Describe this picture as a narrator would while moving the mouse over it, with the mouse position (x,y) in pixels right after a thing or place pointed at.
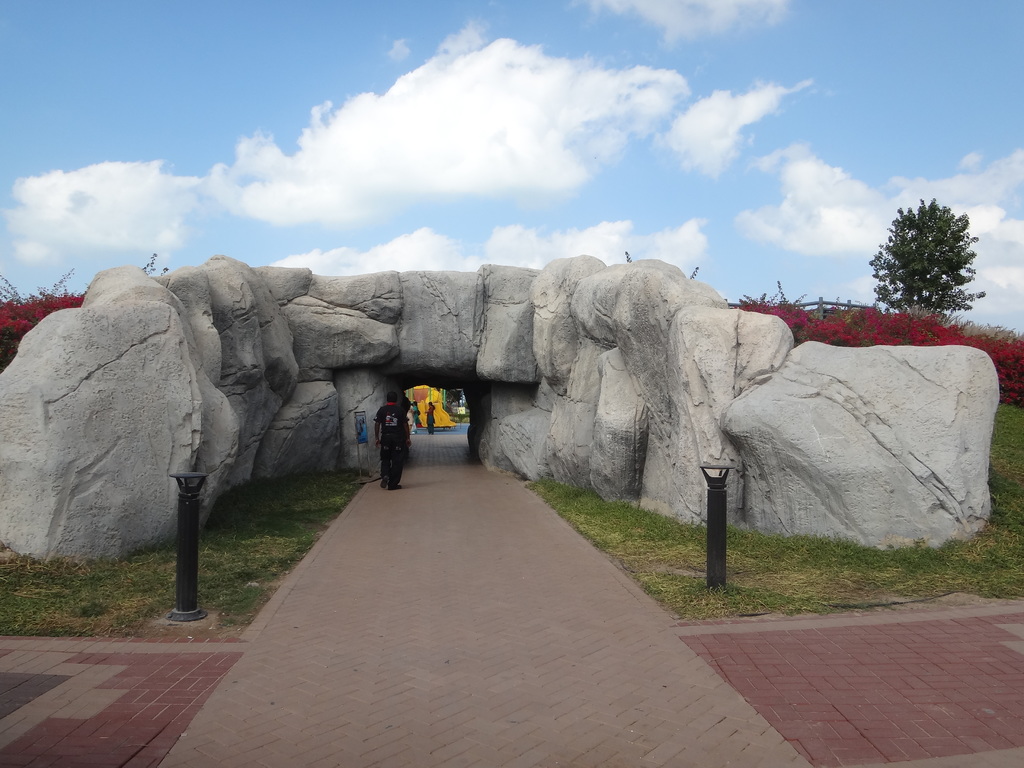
In this picture we can see some people (384,428) standing on a path (441,635), rocks (372,447), trees (951,300), poles (715,475) and in the background (590,152) we can see the sky (574,117) with clouds (483,158).
